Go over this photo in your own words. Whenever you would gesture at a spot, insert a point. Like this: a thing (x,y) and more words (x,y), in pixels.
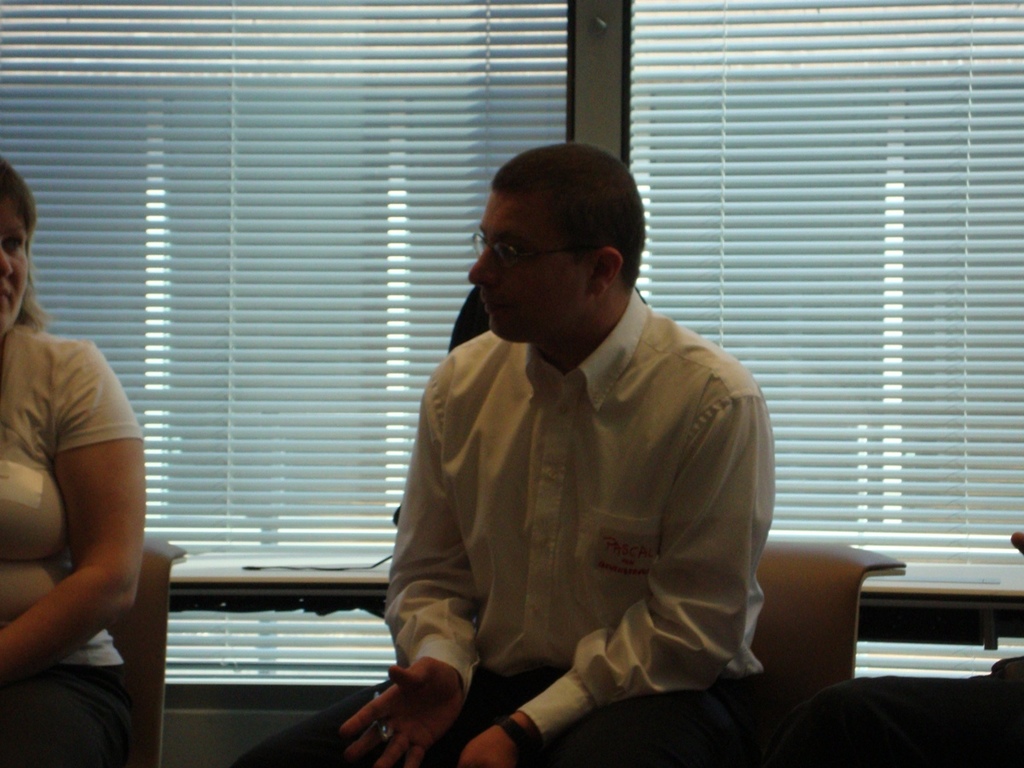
In this image I can see two persons (11,469) sitting, the person (627,522) in front (415,704) wearing white shirt (625,517), black pant (372,756). Background (251,293) I can see a window (359,90).
